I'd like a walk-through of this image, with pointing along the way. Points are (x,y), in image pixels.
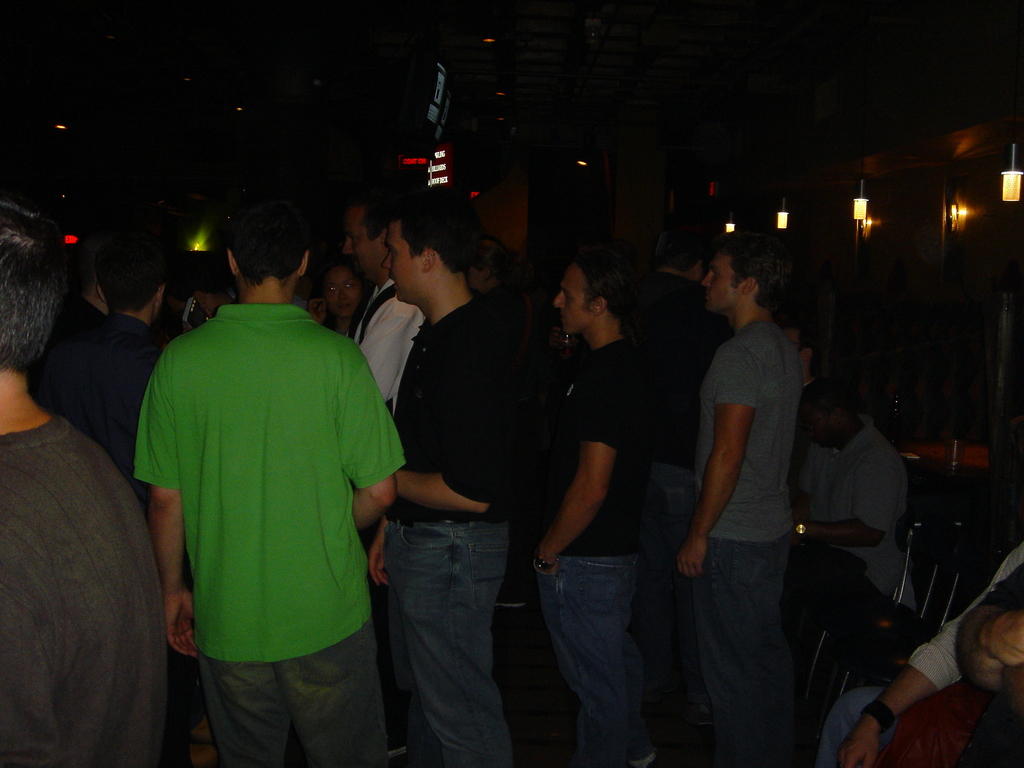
In this image few persons (252,499) are standing on the floor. Right side (936,753) few persons (879,546) are sitting on the chairs (949,719). Few lights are attached to the wall (907,243). A person (328,494) wearing a green T-shirt (304,507) is standing beside the person (418,412) wearing a black shirt (441,403).
